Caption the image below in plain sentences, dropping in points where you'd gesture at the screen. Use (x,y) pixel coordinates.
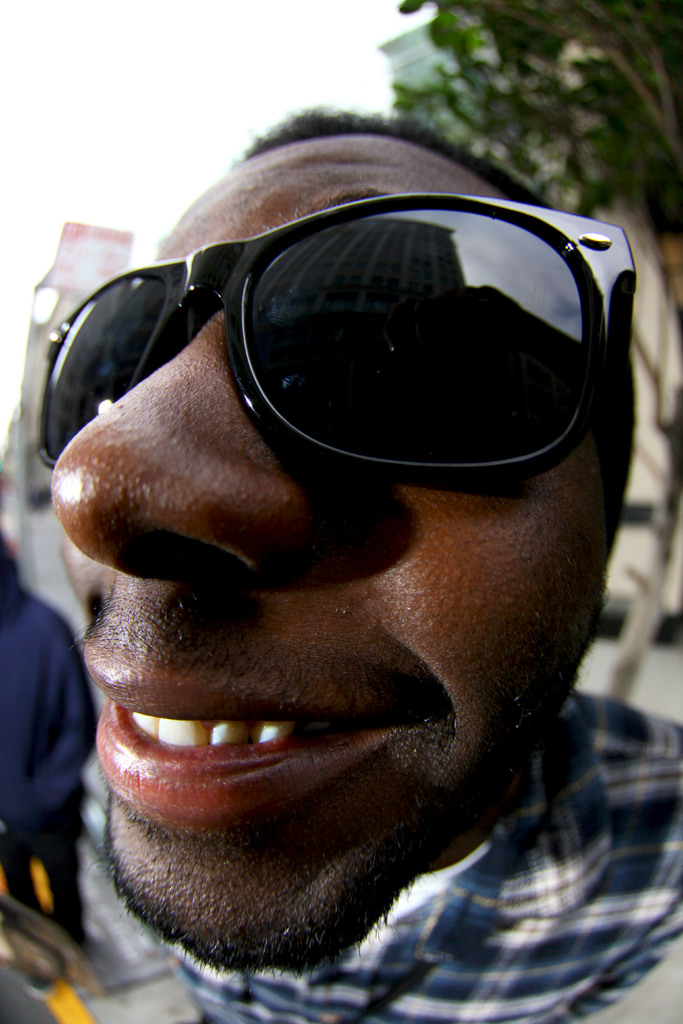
In this picture we can see a man (126,820) wore goggles (202,258) and smiling and in the background (453,56) we can see a tree (478,45), buildings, some people (74,926).
